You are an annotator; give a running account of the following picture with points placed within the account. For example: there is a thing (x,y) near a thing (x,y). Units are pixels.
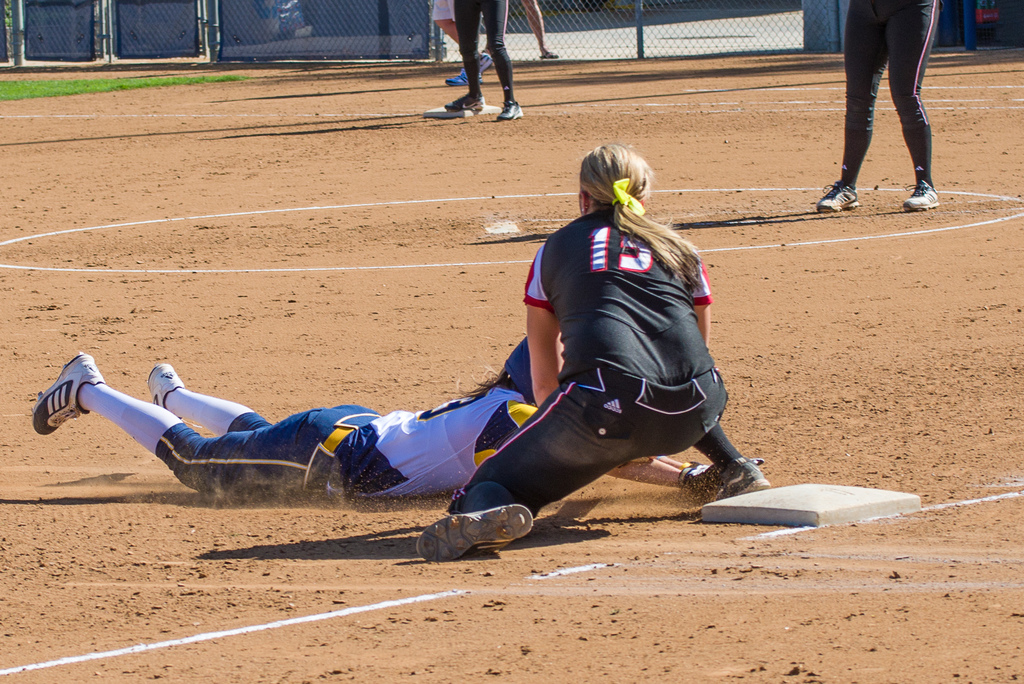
In this image we can see a person (303,442) is lying on the ground (241,578) and beside there is another person (598,356) in motion on the ground (542,601). In the background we can legs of few persons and objects (763,515) on the ground (441,196) and we can see fence (26,26) and grass (10,91) on the ground (363,127).
